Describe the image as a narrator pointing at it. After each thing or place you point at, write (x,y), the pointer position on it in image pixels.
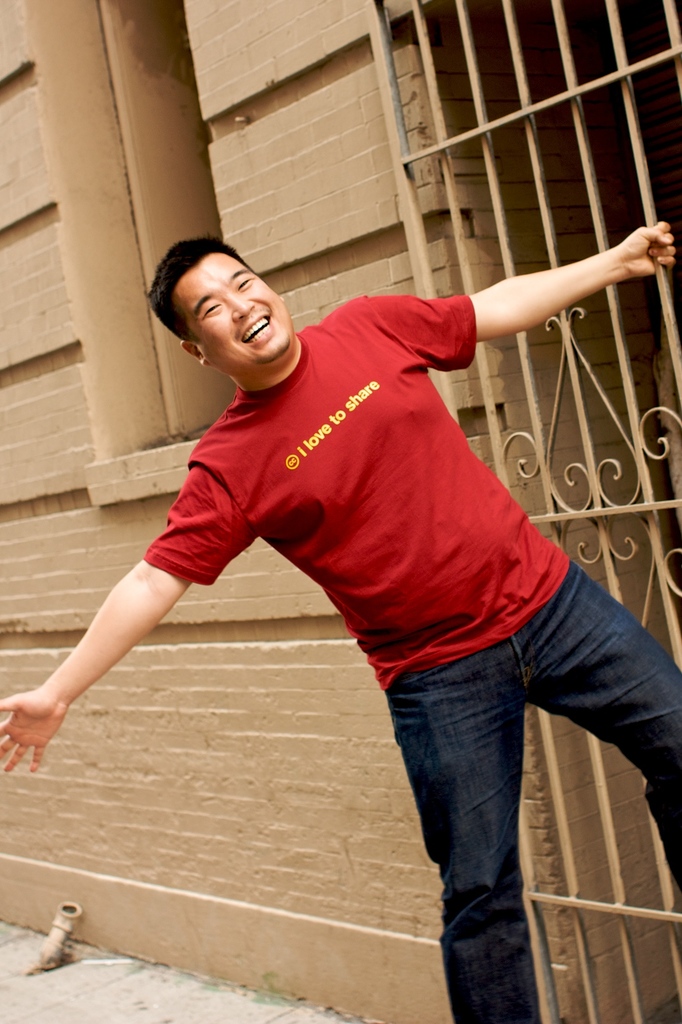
In this image we can see a person (182,573) wearing red color T-shirt (265,469), blue color jeans (576,670) standing, smiling by holding gate (647,214) in his hand (626,253) and in the background of the image (279,267) there is a wall (295,295).
